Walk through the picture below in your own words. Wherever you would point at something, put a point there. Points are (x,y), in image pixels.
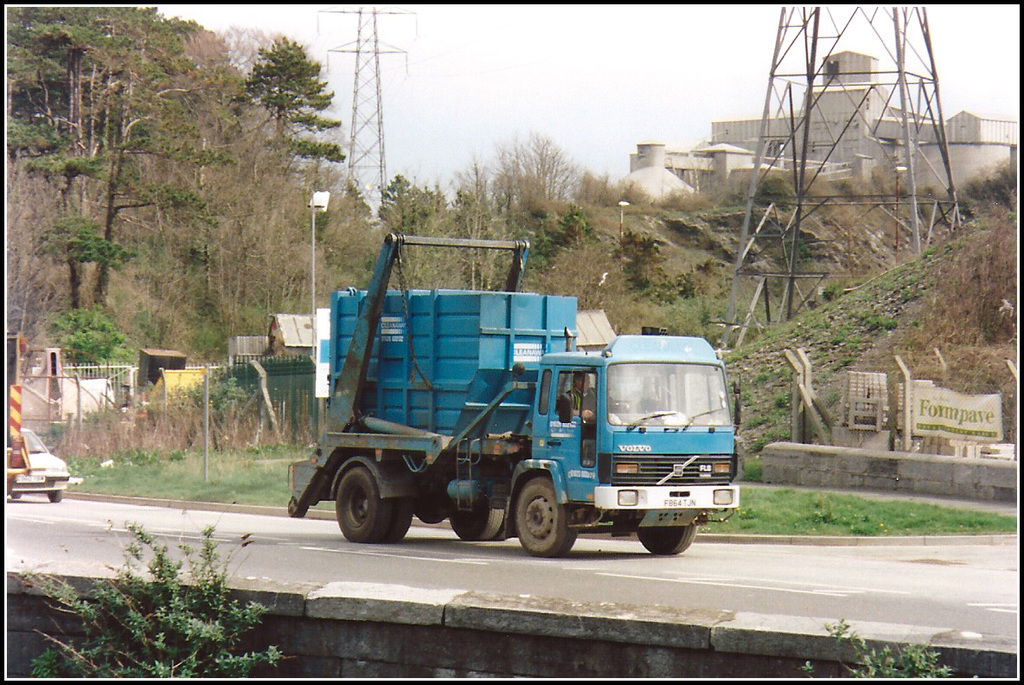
In the picture we can see a road (576,554) beside it, we can see some plants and on the road (980,569) we can see a truck (518,262) with a blue color garbage box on it and behind the truck (512,274) we can see a car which is white in color and in the background (166,429), we can see grass surface (222,460), plants (221,441), trees (516,232) and towers (744,240) with wires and behind it we can see a house building (860,150) which is white in color and we can see a sky (457,120).
